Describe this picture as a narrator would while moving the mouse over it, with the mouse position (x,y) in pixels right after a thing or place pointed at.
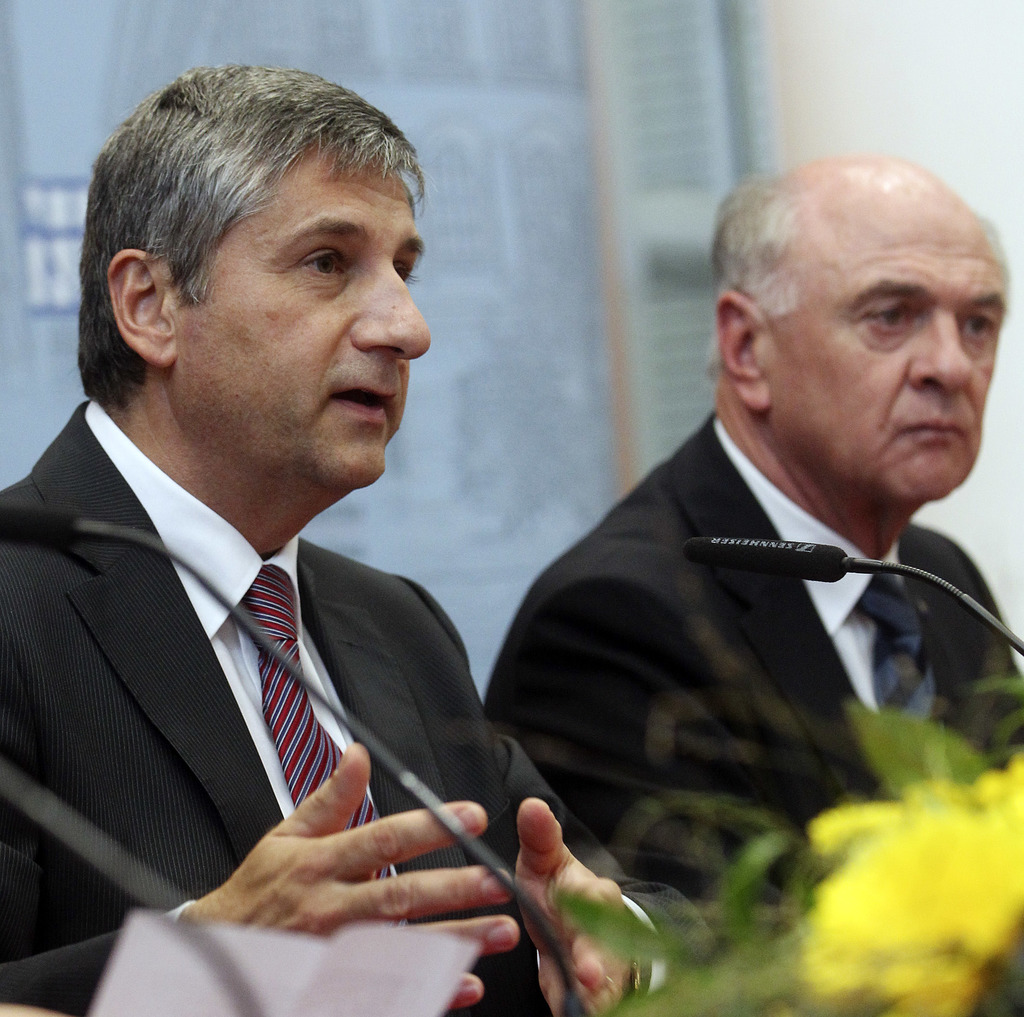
In this image we can see two men (549,648). We can also see a paper (413,973), some mics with stand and a plant (852,963) with a flower (929,884) in front of them. On the backside (751,4) we can see a board (582,331) on a wall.
